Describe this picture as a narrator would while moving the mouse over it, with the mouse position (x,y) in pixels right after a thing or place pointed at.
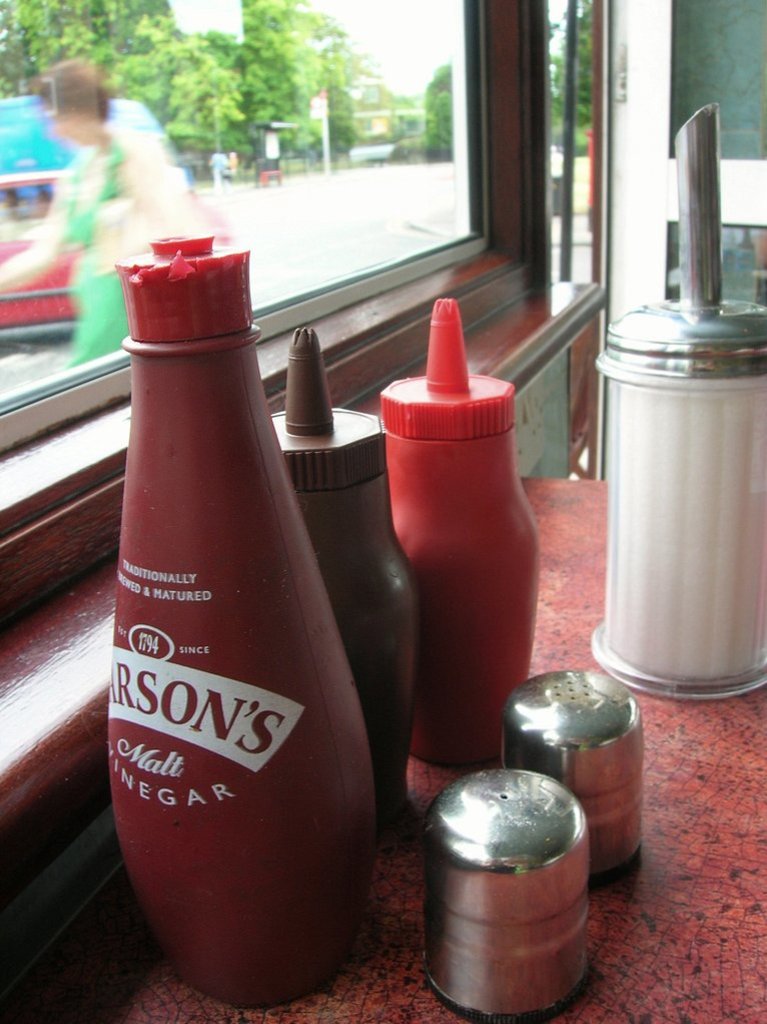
This bottles (394,561) are highlighted in this picture. On this table (664,984) there are different type of bottles (635,534). Outside of this window (244,178) we can able to see a person (105,120) and number of trees (219,75).
